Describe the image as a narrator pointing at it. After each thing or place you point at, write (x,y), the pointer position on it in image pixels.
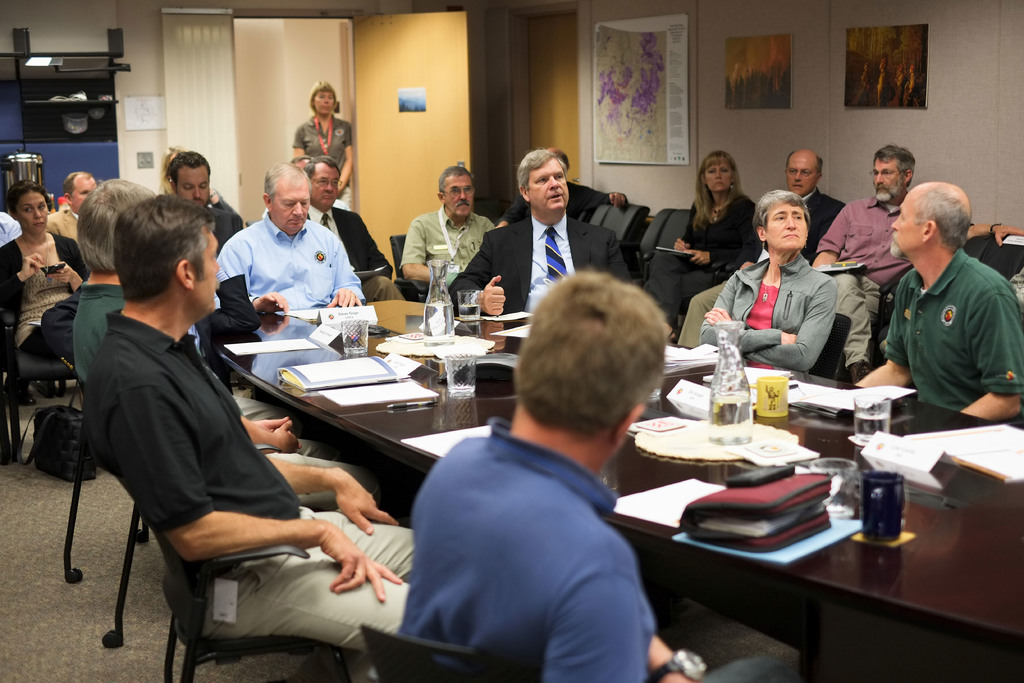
There are group of people (349,494) sat on chair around the table (918,529). The table (423,310) has many papers (387,387), bottles (440,312), glasses (353,341) on it. In the back (342,127) there is a lady (327,136) stood near the door (414,132) and over the wall (776,116) there are some paintings (853,91).
